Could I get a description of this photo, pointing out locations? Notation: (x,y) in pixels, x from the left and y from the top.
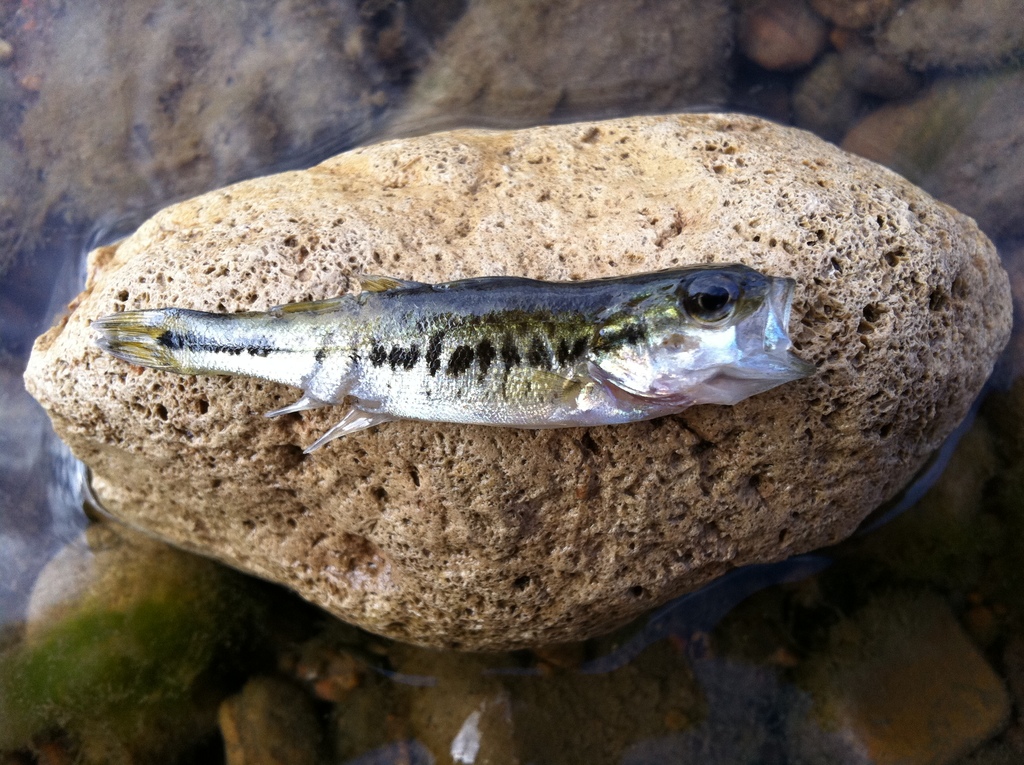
In this image, we can see a fish (566,314) on the rock (501,567) which is on the surface of the water (882,626).
